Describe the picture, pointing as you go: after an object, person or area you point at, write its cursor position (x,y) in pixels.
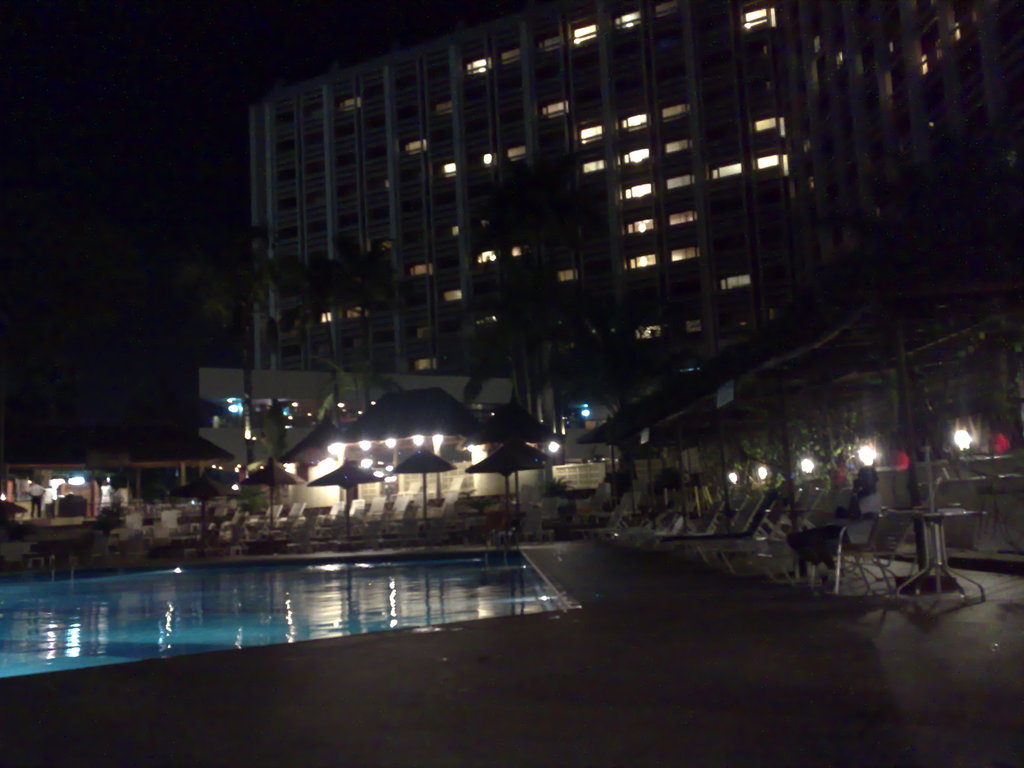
In this image we can see buildings (390,194), trees (577,234), parasols (540,435), chaise lounges (305,513), person (833,528) sitting on the chair (838,540), side tables (918,506), electric lights (417,437), swimming pool (481,581) and sky (198,147).
